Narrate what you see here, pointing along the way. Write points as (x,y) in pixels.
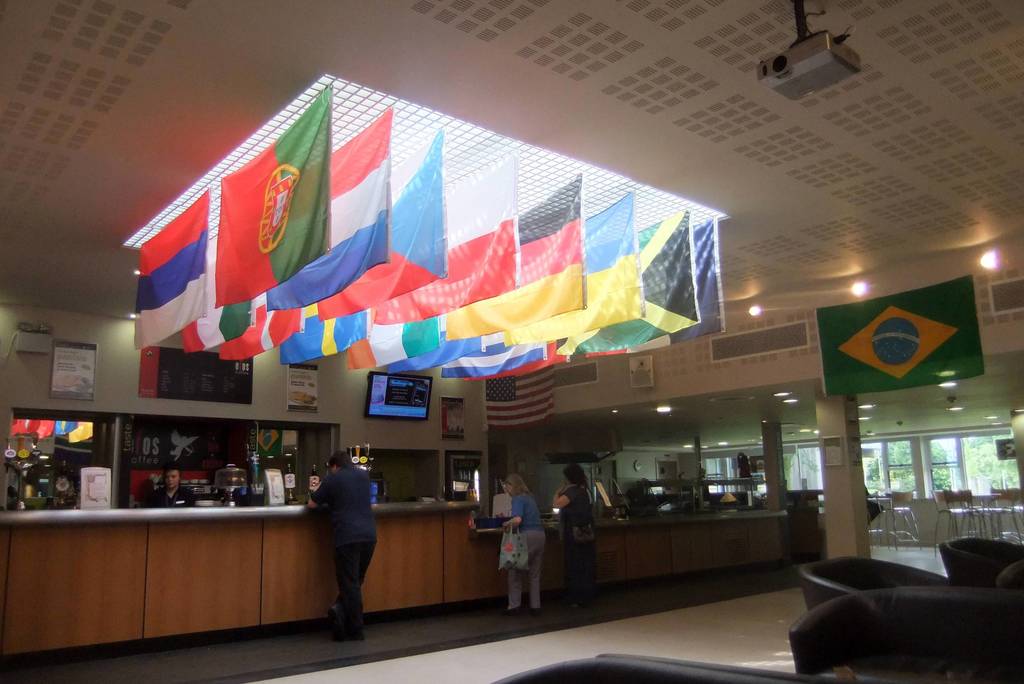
In this picture we can see three persons (525,564) standing on the floor (703,626). These are the chairs (892,504) and there is a pillar (828,428). Here we can see flags (593,255). And these are the lights (863,290).
